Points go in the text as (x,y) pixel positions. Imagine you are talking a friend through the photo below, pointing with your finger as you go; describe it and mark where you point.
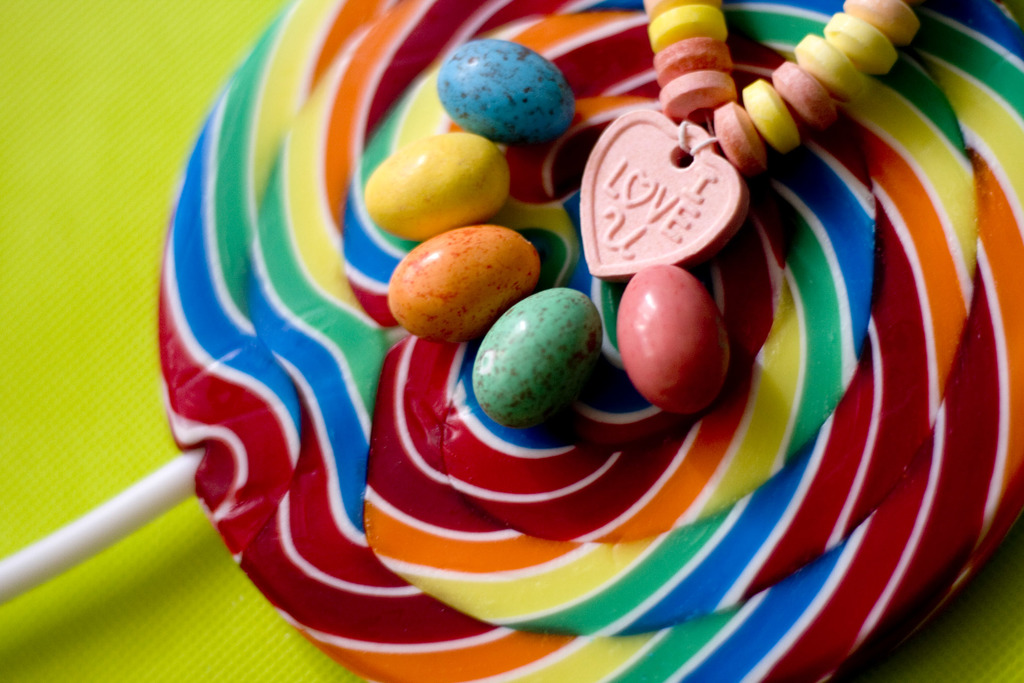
As we can see in the image there are candies (485,273) and lollipop (376,423).
